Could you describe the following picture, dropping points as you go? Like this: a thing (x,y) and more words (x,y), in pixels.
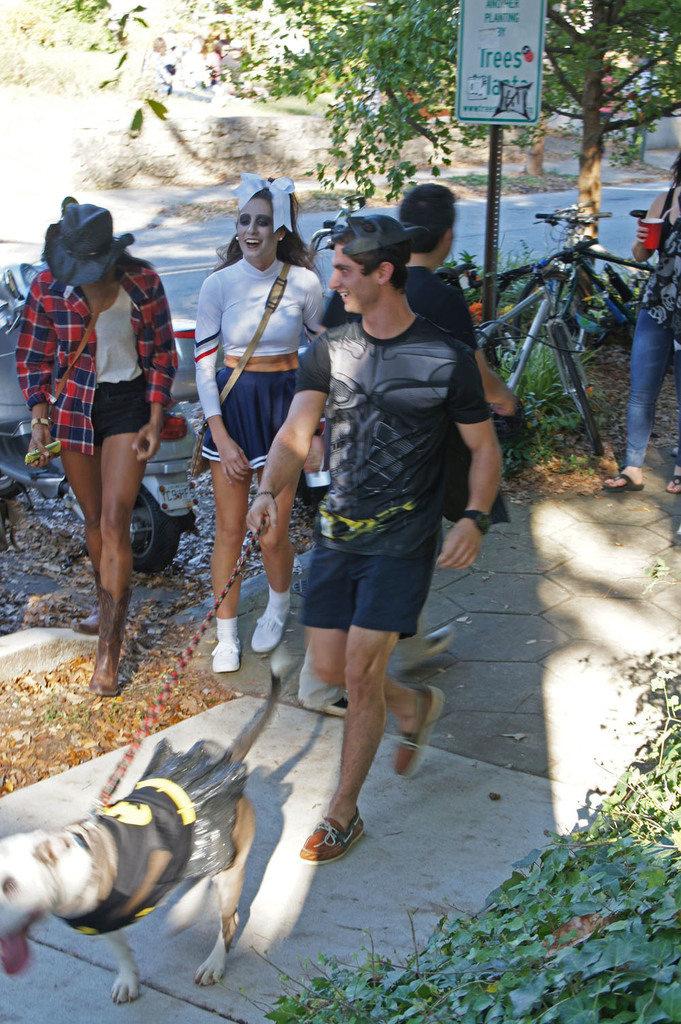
In this image there are so many people (321,667) walking on the road (450,673) in which one of them is holding dog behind them there is bicycle (538,281), trees (611,63) and hill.
